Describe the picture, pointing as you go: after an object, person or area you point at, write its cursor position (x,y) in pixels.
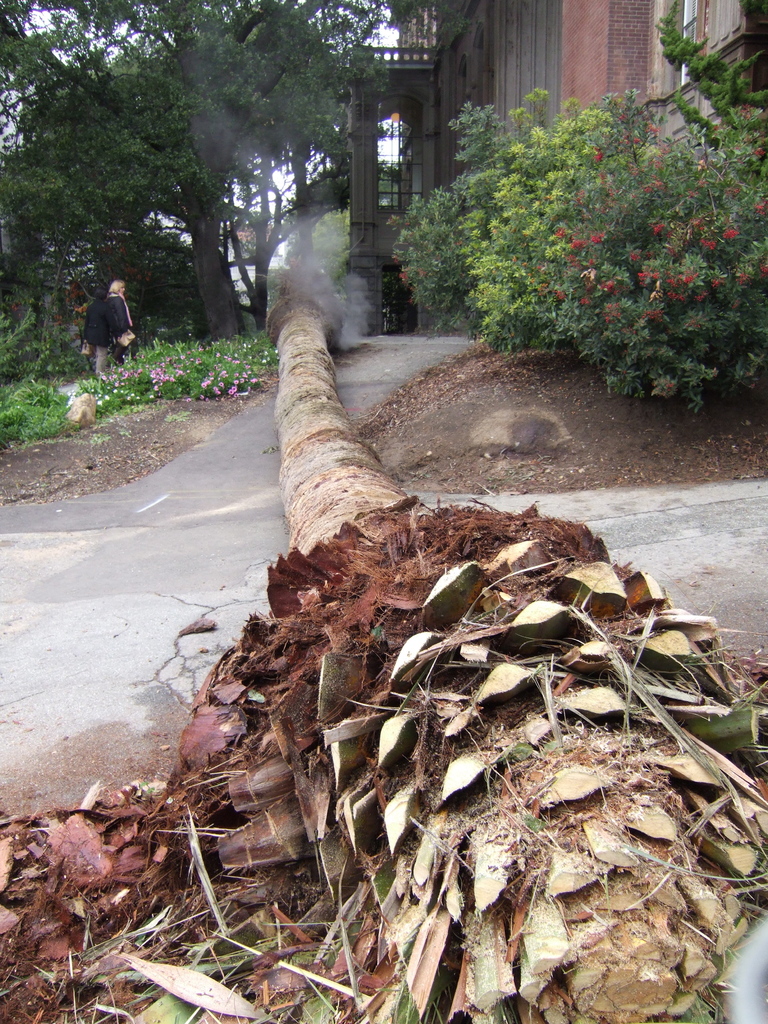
In the center of the image (388,558) we can see one tree (456,768) has fallen down. In the background (7,334), we can see the sky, trees (245,93), plants (667,38), flowers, one building (694,1), two people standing and a few other objects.
